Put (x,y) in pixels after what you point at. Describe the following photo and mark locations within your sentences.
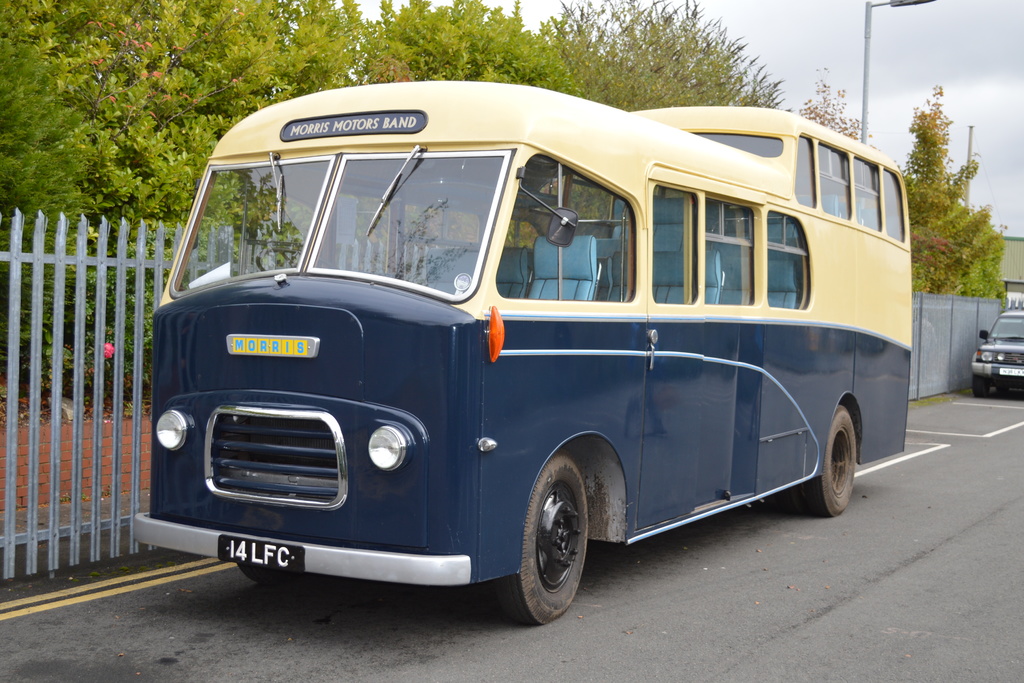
In this image I can see a bus (553,265) and a car (988,369) on the road (797,525). In the background (171,65) I can see a fence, trees (64,164), houses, street light (863,119) and the sky (839,85). This image is taken during a day.
